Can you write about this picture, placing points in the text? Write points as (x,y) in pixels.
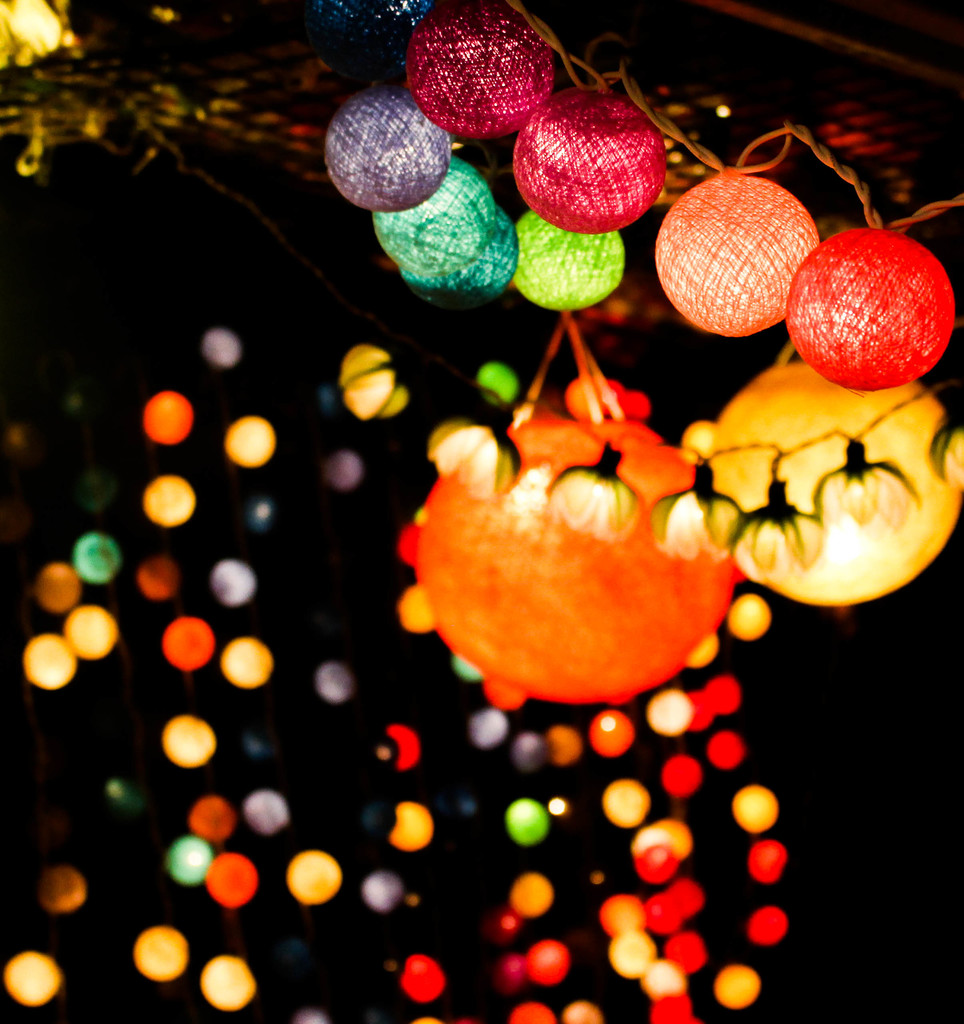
This image consists of lights (594,468).
